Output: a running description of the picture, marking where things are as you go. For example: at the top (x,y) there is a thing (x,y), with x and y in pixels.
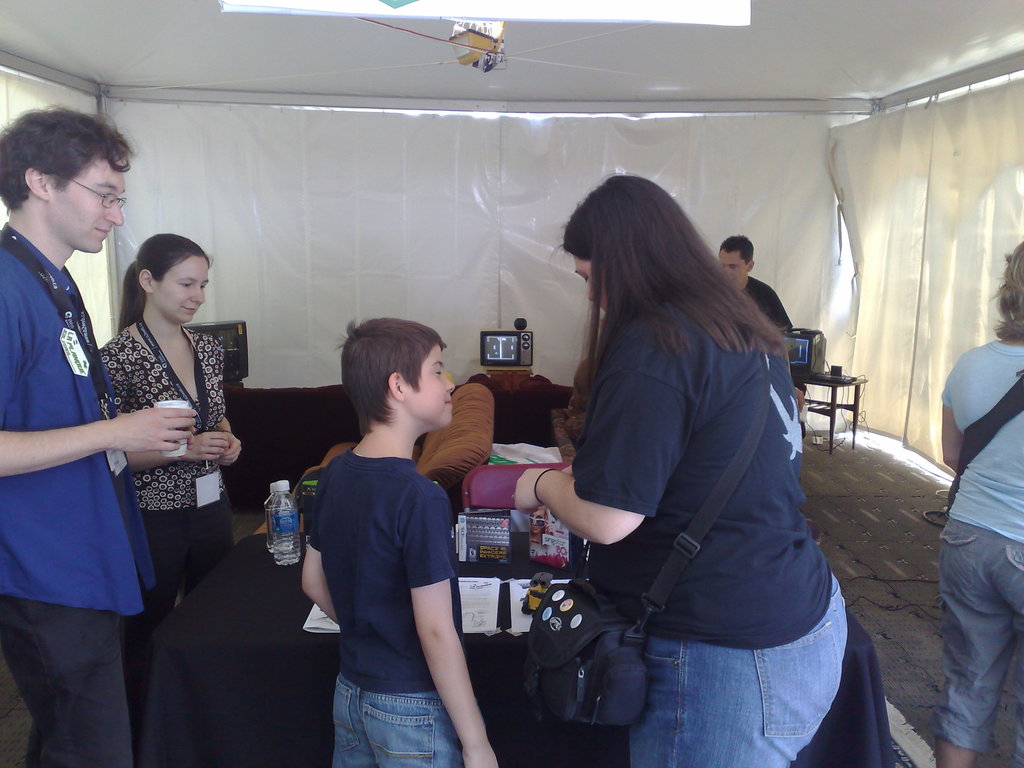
In this image we can see people (4,243) standing. There is a table (176,682) with black color cloth (248,619) on it. There are bottles (297,519) and other objects (312,507) on it. In the background of the image (376,312) there is a white color cover (400,198). At the top of the image (836,11) there is ceiling (843,28). At the bottom of the image (902,748) there is carpet (928,719).
